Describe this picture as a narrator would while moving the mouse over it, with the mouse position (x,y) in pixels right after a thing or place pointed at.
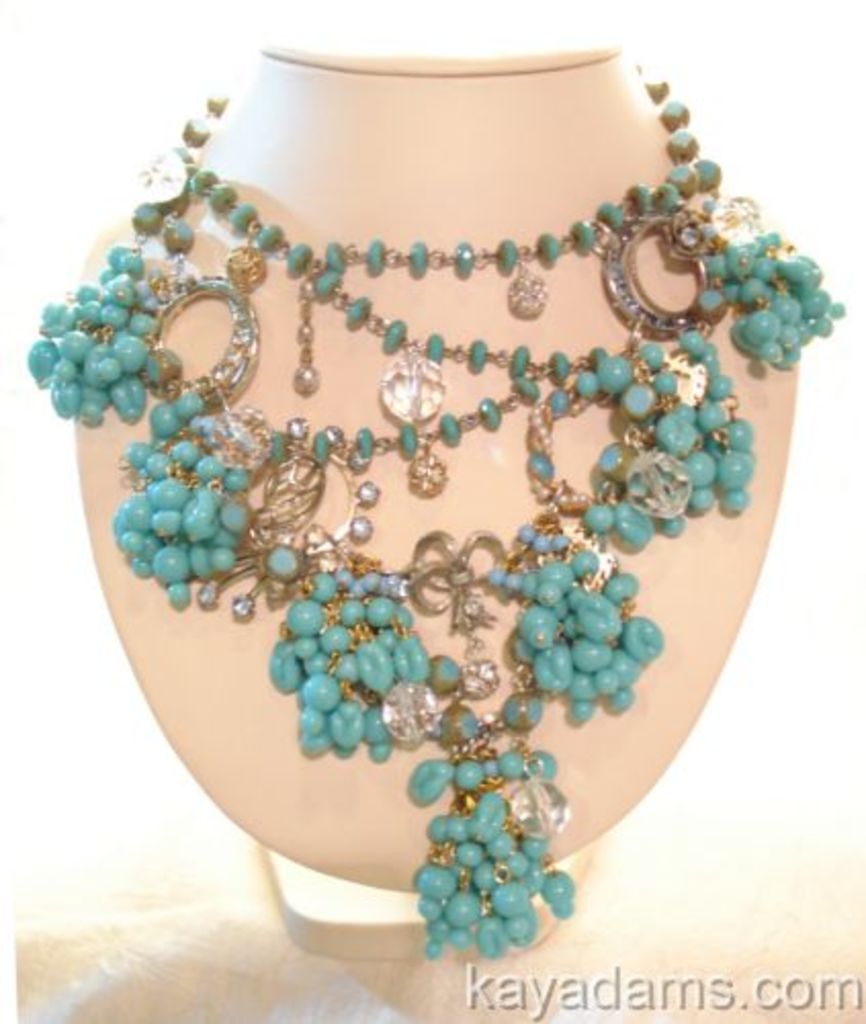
In this picture there is a Jewelry (369,667) which is in blue color is placed on an object (332,305) and there is something written in the right bottom corner (798,991).
